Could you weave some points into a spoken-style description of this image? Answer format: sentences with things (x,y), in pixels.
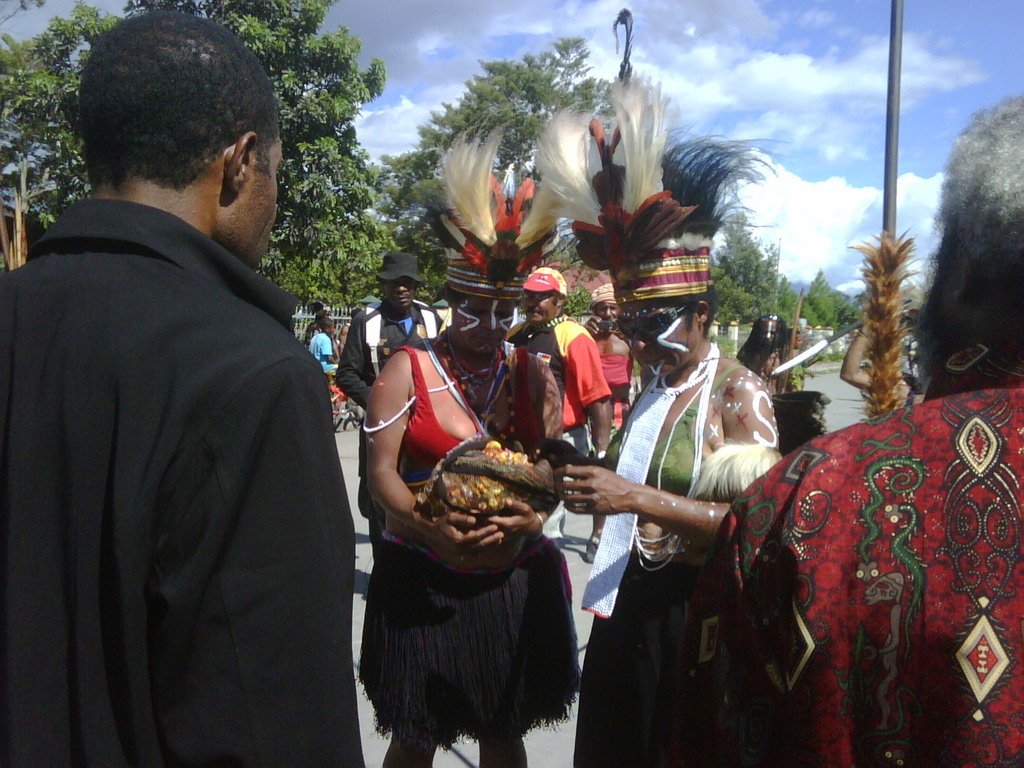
In this image there are two persons (654,372) who are wearing the costume (632,424) are holding the basket (494,476). There is a man (141,454) on the left side (171,388). At the top (795,69) there is sky (784,62). In the background (432,159) there are trees (361,170). On the right side (873,447) there is another man (910,507) who is standing.
